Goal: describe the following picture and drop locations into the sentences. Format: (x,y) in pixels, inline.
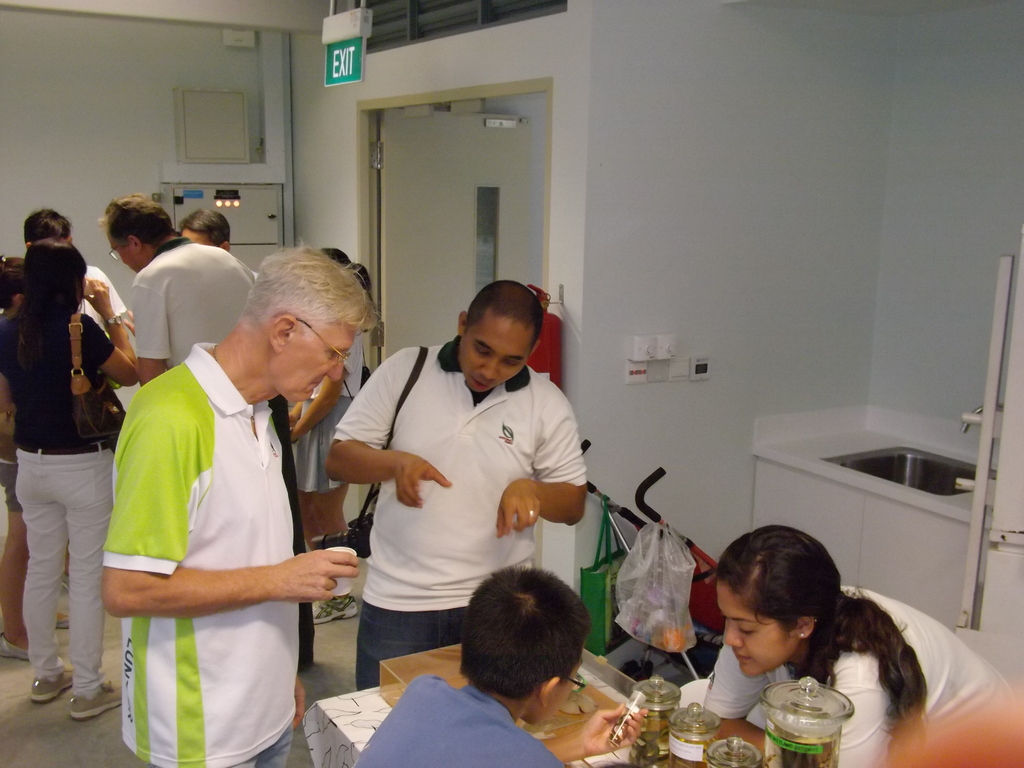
In the image I can see in the right hand side (836,721) bottom there is a woman (894,685), there are glass jars (699,730) on the table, she is looking at them, in the middle (490,319) two persons (371,569) are standing, they are wearing white color t-shirts (379,496). On the left side (223,328) a group of people (151,322) are standing, at the top (340,68) there is an exit board (357,60), there is a door (474,270) in the middle of an image (482,260) and also there is the fire extinguisher (555,348). On the right side (940,475) it looks like a sink (886,465) beside it, it looks like there are electrical switches (670,380).
